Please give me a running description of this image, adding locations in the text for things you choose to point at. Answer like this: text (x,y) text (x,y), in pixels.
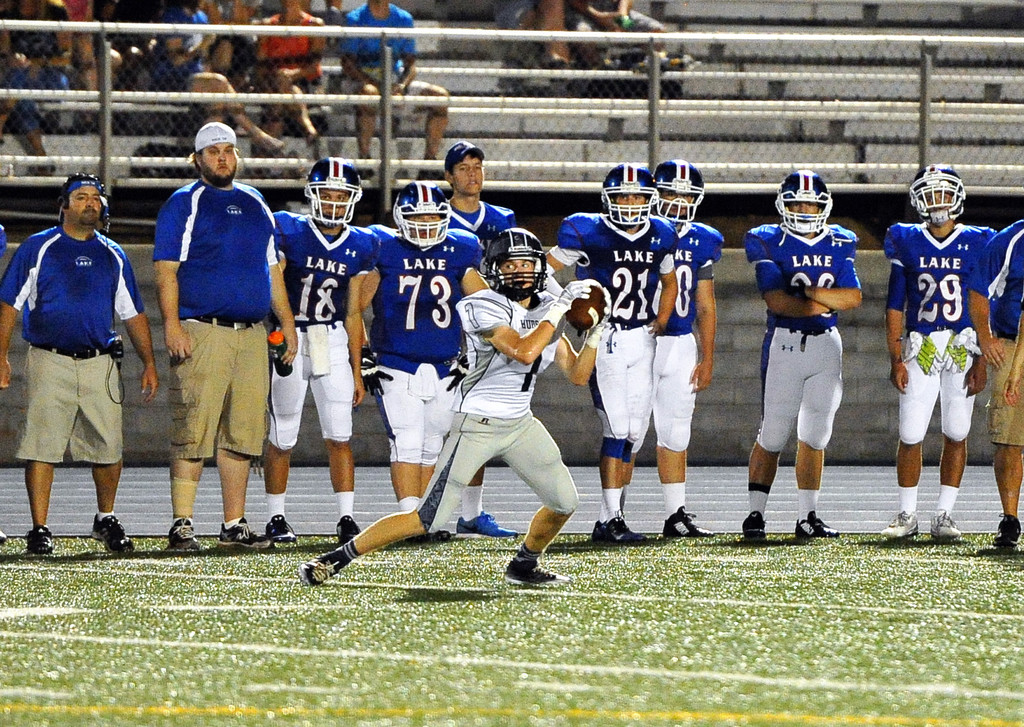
In this picture we can see a man (487,339) wore a helmet (535,286), gloves (582,296), shoes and holding a ball (584,318) with his hands (597,332) and at the back of him we can see a group of people (386,253) standing on the ground (742,485) and a man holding a bottle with his hand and in the background (713,382) we can see the wall (711,391), fence (908,97) and some people (347,74) sitting on steps (710,100).
